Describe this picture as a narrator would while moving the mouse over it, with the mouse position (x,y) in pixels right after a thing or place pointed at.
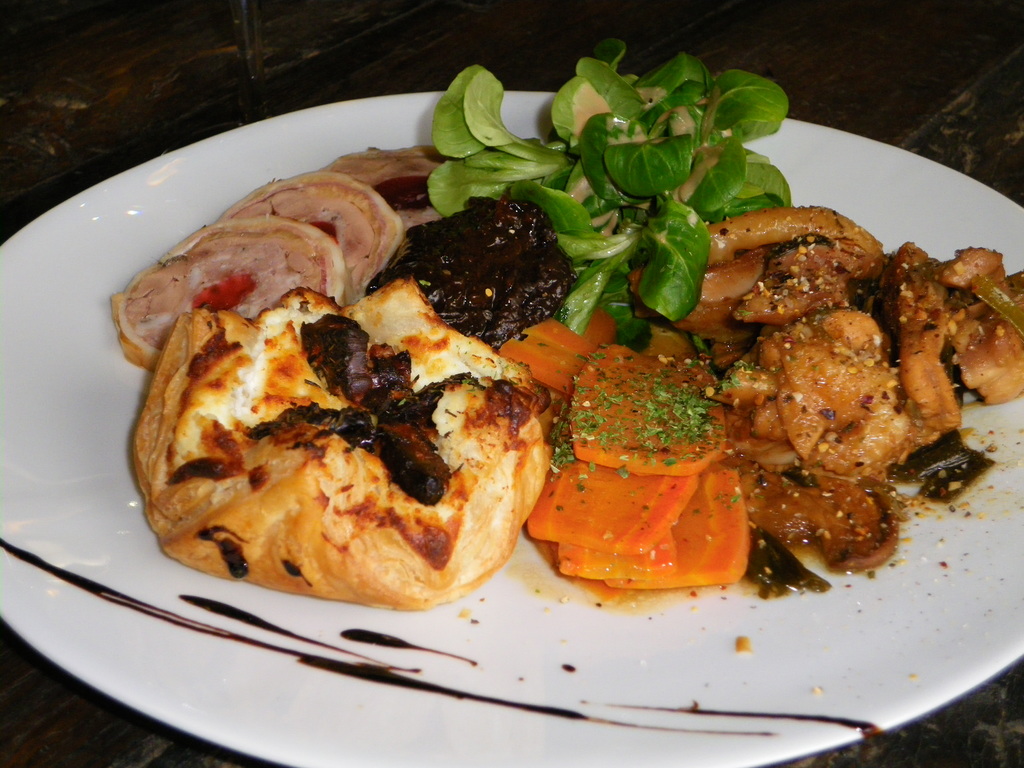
In this picture I can see food items (552,341) on a white color plate (543,116). The plate (66,591) is on a wooden surface (132,73).
